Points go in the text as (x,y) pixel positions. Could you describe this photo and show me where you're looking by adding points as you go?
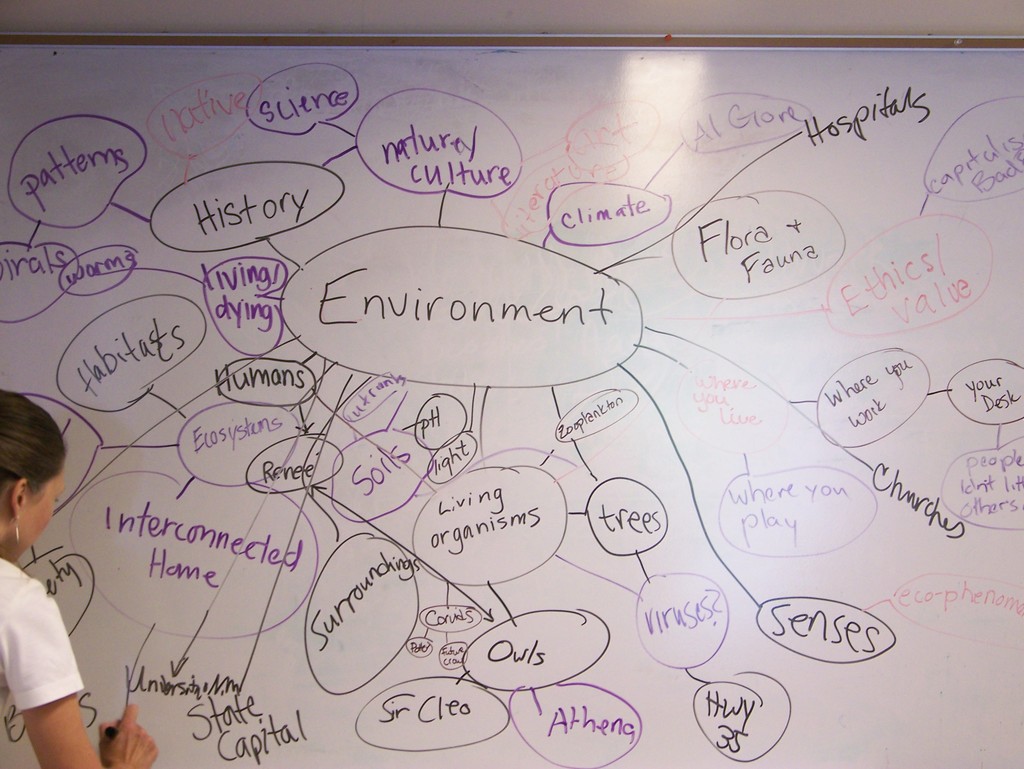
In this image we can see a woman (20,413) writing on whiteboard (234,436).
